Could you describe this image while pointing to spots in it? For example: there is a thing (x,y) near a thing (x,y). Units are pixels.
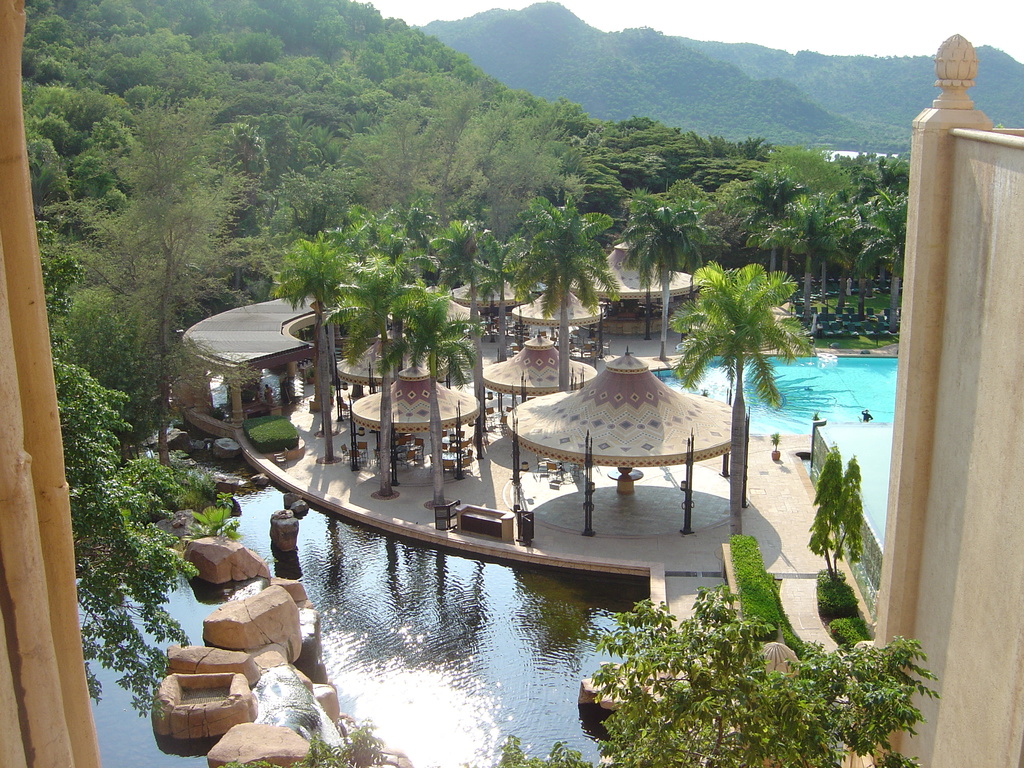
In this picture we can see few trees (123,359), rocks (305,594), water (406,604) and garden shelters (287,306), in the background (660,80) we can find hills (663,54).
